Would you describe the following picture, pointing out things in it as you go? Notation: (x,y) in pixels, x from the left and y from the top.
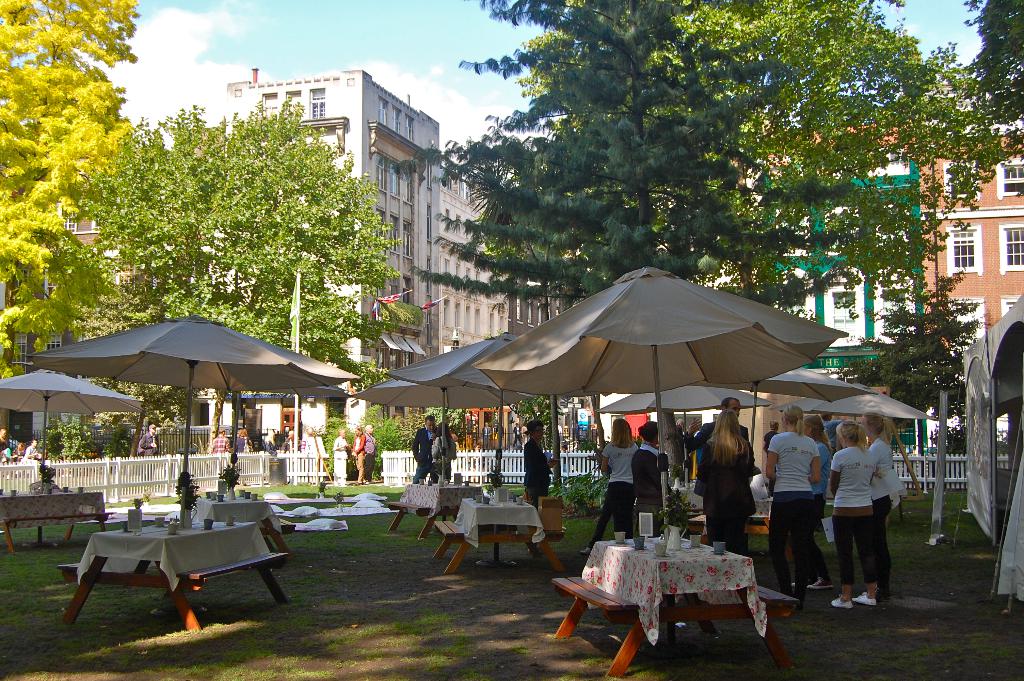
This picture is taken in a garden (409,547) where a group of persons (778,520) are standing and walking. There are tents (436,382), tables (172,549) all covered with clothes (706,549), benches (710,604). In the Background (389,22) there is sky (234,58), clouds (179,69), trees (275,189), buildings (439,232), windows (954,249). And on the ground (359,623) there is a grass (370,629).
